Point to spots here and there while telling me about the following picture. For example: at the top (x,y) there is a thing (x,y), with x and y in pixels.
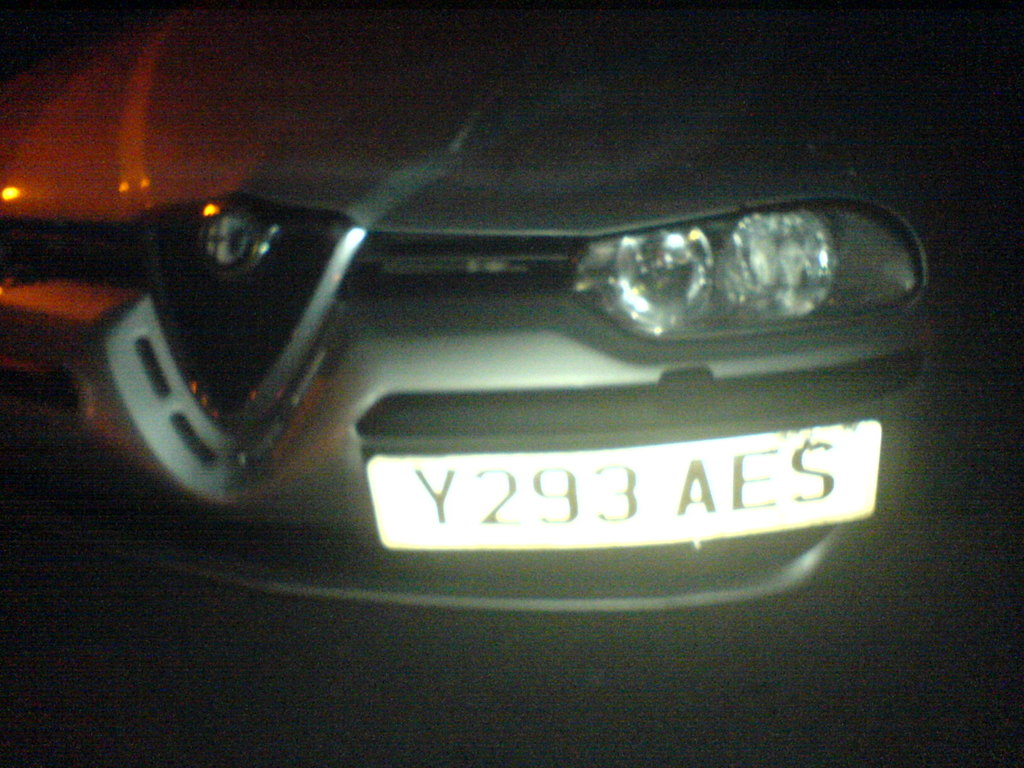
In this image there is a car (562,393), to that car (546,444) there is number plate (597,476).
